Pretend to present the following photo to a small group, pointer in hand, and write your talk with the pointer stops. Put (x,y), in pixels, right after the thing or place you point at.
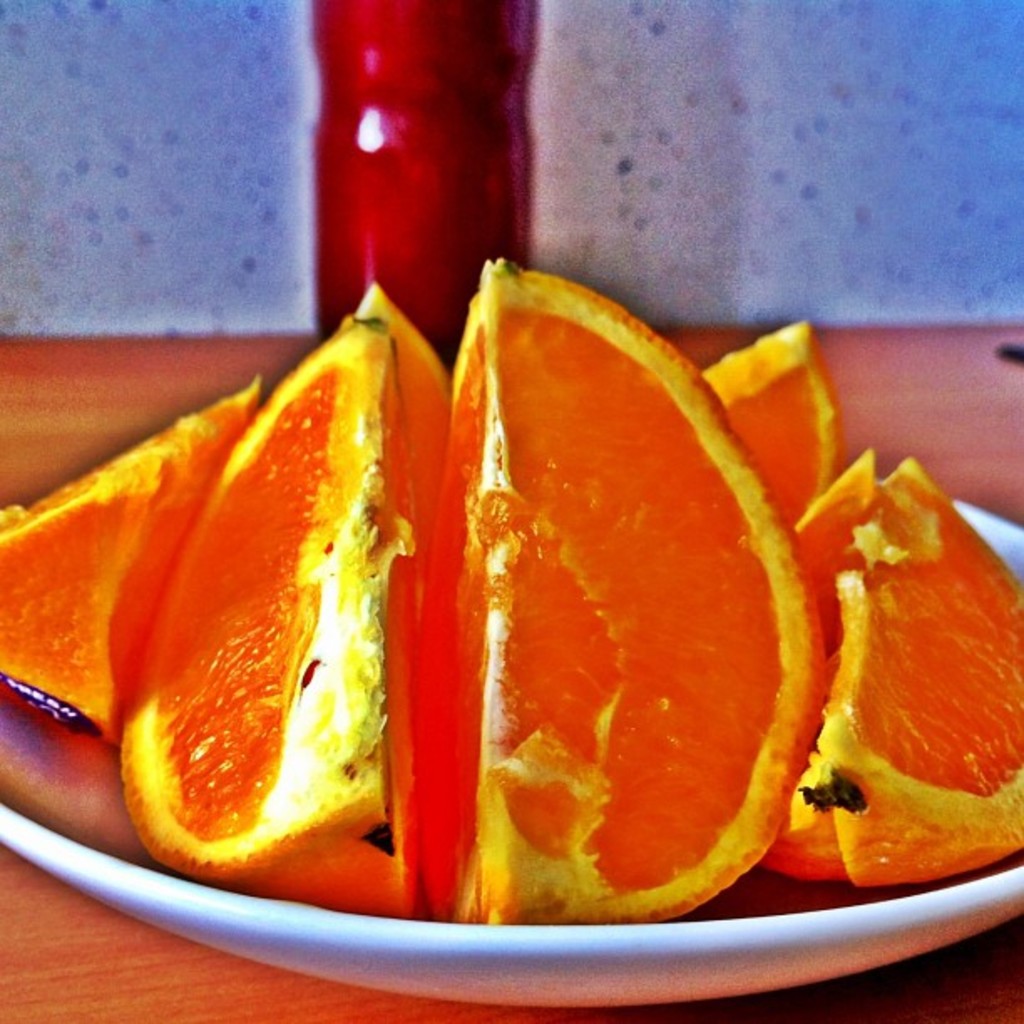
In the center of the image (473,479) we can see a plate (497,931) containing orange slices (415,534) and a bottle (405,7) placed on the table (134,357). In the background (549,201) there is a wall (228,170).
